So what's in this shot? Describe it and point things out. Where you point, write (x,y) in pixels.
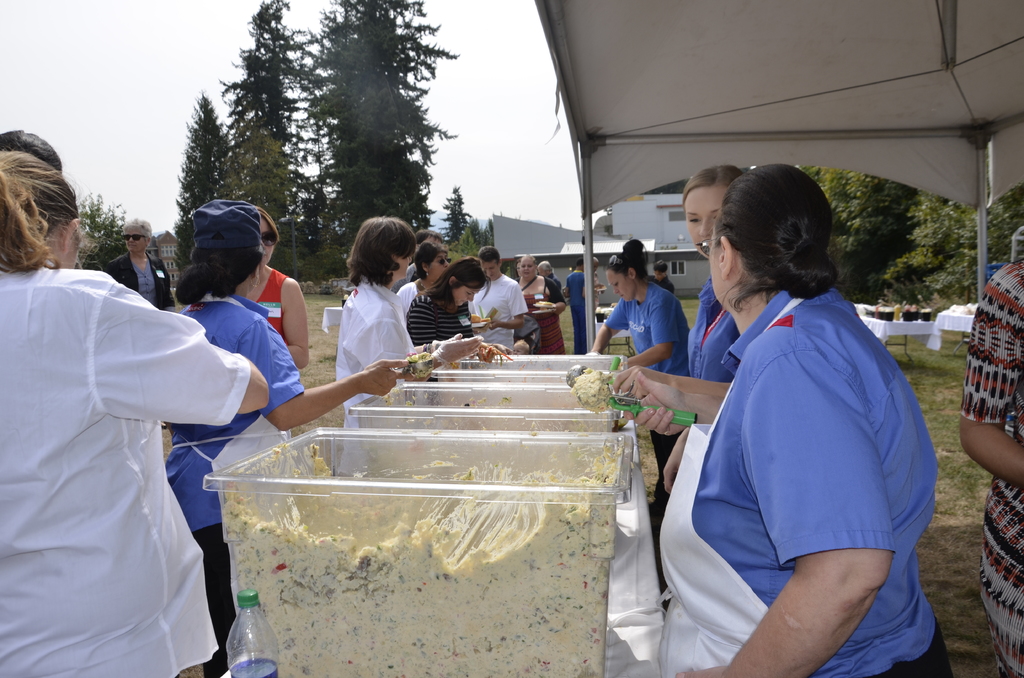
In this image there are group of persons (276,389) standing. In the center (494,415) there are containers (513,460), there is a bottle (234,663) and there is a tent (795,49) which is white in colour. In the background (346,148) there are trees (320,161) and there's grass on the ground (313,329) and there are buildings (526,250). On the right side (910,327) there are tables (934,325) and on the table (948,315) there are objects (930,318) which are black and white in colour.
